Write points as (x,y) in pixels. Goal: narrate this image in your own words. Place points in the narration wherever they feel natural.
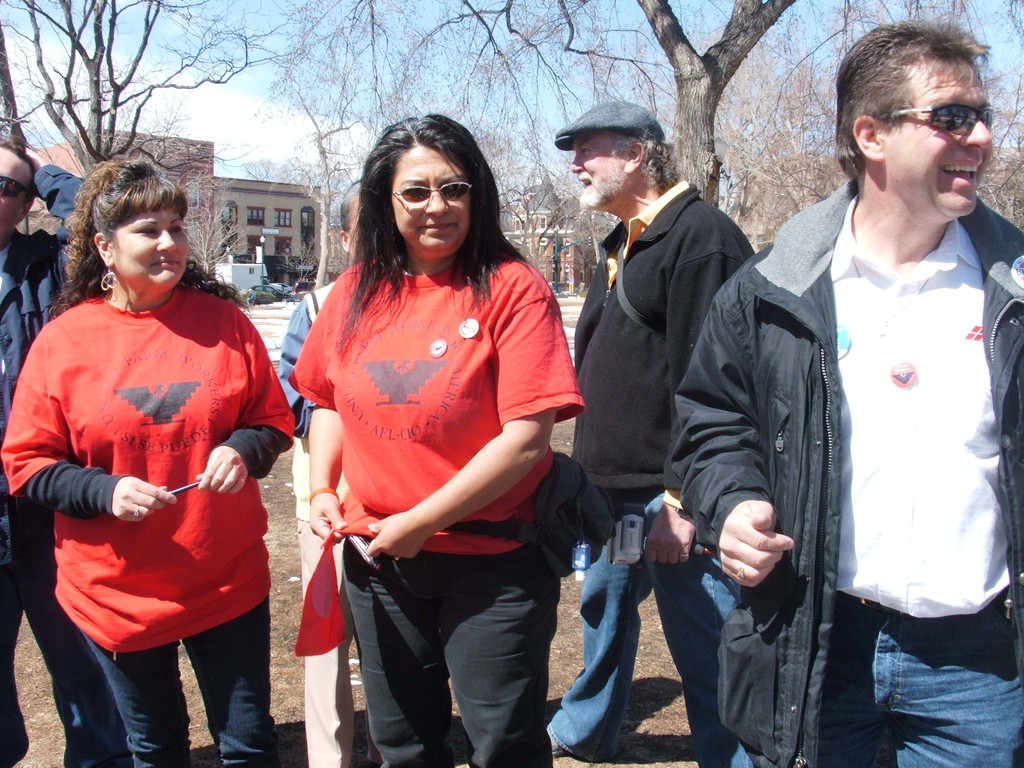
As we can see in the image in the front (372,500) there are few people (416,551). In the background (259,184) there are cars (298,284), buildings (278,205) and trees (343,89). On the top (254,69) there is a sky (234,97).
